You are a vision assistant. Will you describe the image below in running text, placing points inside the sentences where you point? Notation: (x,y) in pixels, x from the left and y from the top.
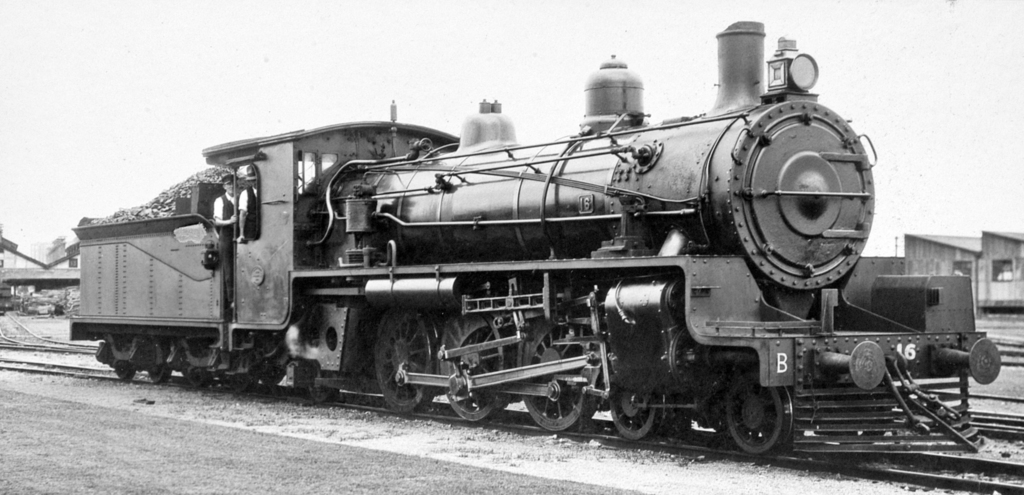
It is the black and white image in which there is a train engine (488,239) on the railway track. There are two persons (228,203) standing behind the engine (431,192).
